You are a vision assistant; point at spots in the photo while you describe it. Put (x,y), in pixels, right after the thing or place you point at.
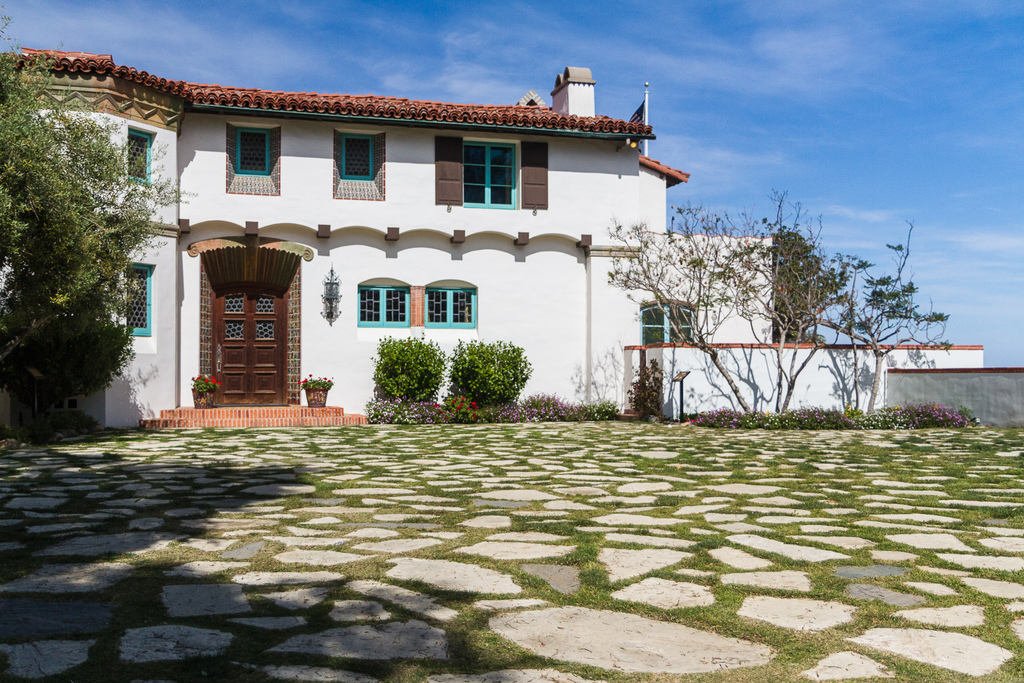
In the picture I can see a house (157,314). I can see a wooden door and wooden windows (470,173) of the house (494,179). There is a flagpole (644,108) at the top of the house (621,136). There are trees (9,225) on the left side (5,276) and the right side (906,312). I can see the plant pots (204,388) and staircase (198,422). There are clouds (772,83) in the sky (788,76).
